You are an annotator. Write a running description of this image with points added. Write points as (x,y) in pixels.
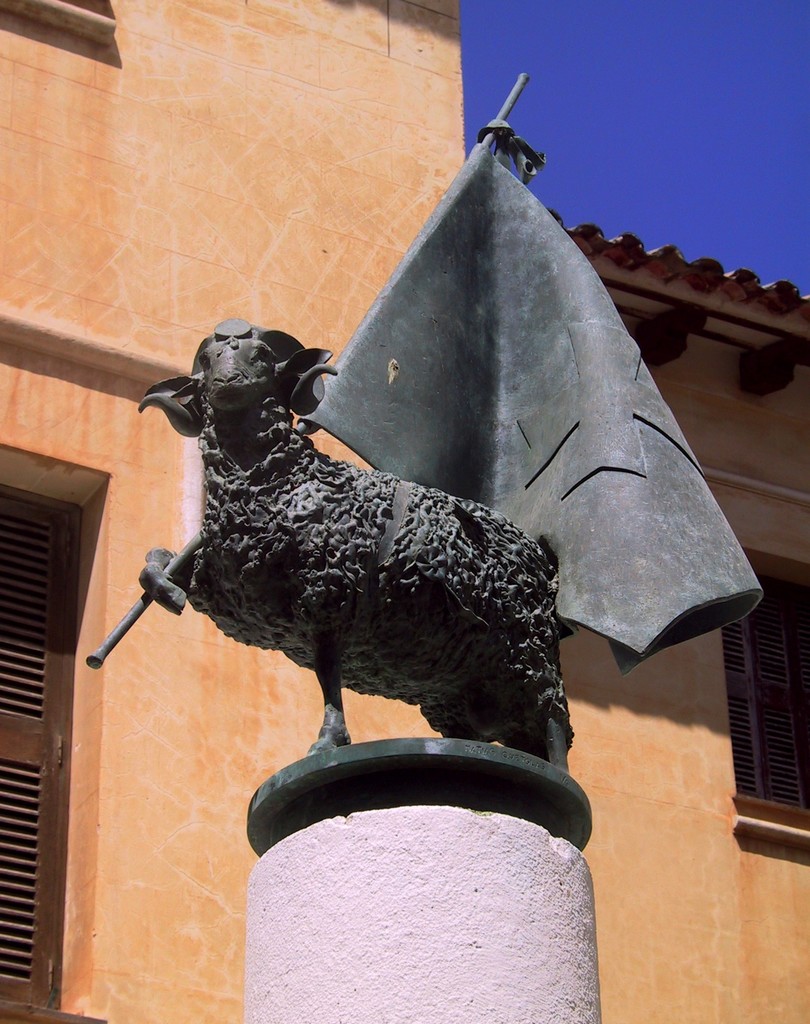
In the image we can see the sculpture (316,475) of an animal (246,420) and here we can see the building (148,190), windows (754,721) and the sky (664,98).
